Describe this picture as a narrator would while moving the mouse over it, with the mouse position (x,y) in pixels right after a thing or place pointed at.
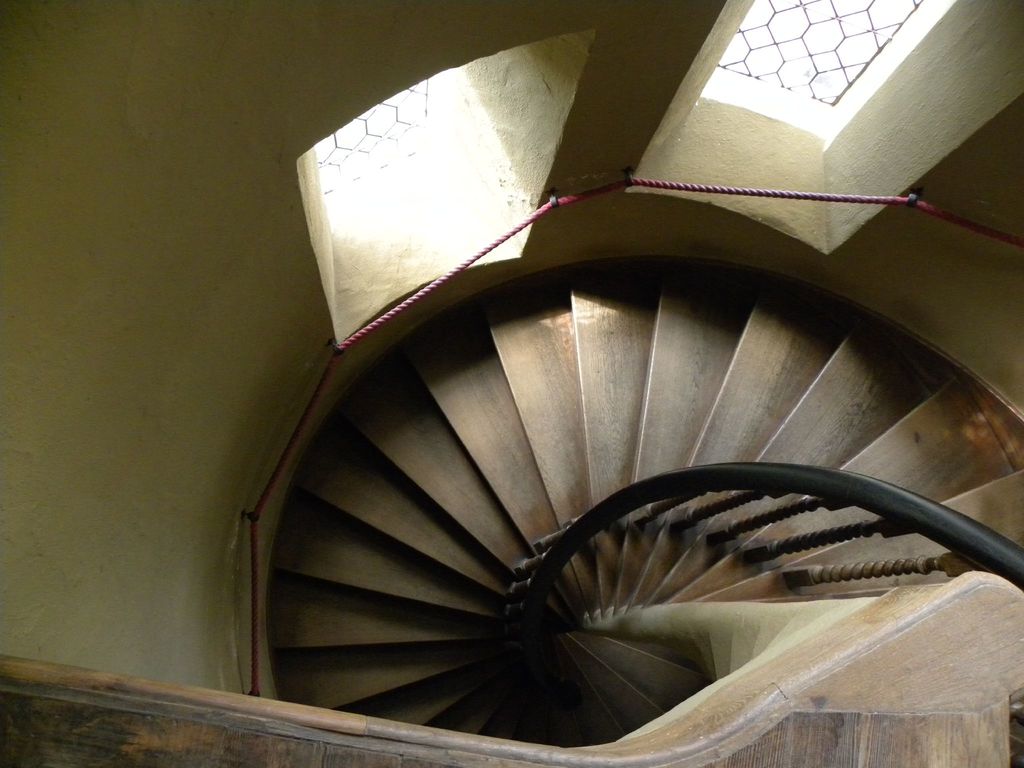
In the image there is a spiral staircase (690,451) with two windows (756,52) on the wall (858,114).
